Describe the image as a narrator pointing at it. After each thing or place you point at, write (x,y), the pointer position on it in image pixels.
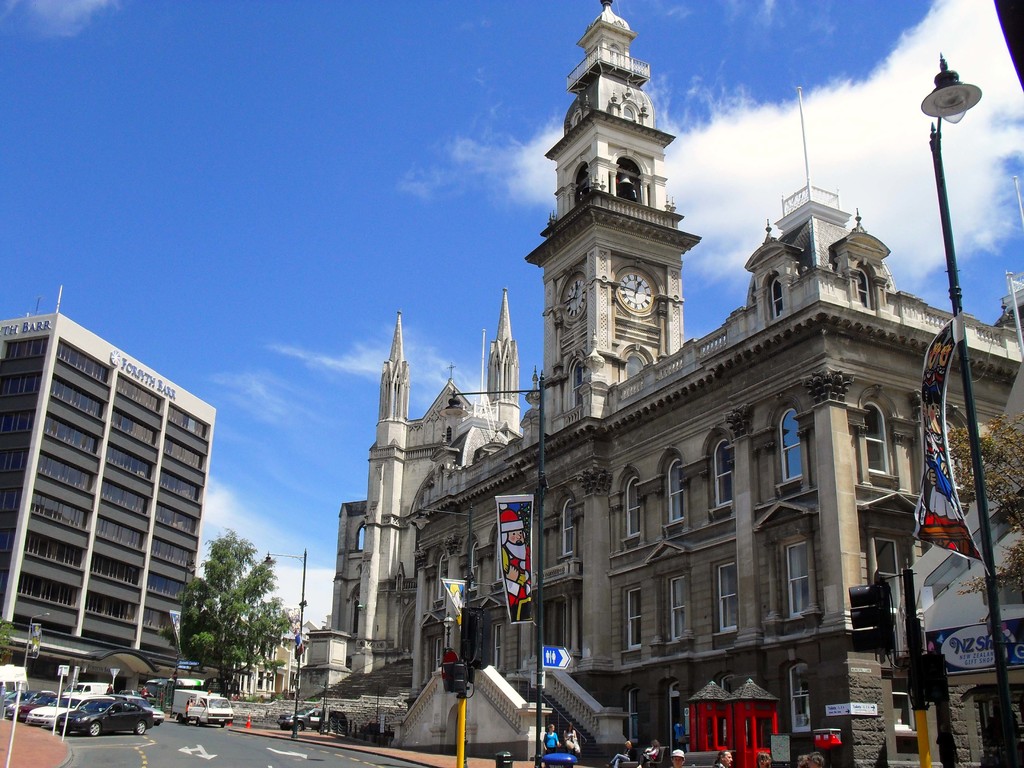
In the picture we can see a historical building (483,543) and on it we can see a clock tower (665,216) with clock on it and in front of the building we can see some people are walking on the path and near to it, we can see a road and on it we can see a traffic light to the pole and to the opposite side of the building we can see another building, and with many floors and glasses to it and near it we can see some cars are parked on the road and beside the building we can see a tree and some houses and in the background (217,249) we can see the sky (713,241) with clouds (713,241).
